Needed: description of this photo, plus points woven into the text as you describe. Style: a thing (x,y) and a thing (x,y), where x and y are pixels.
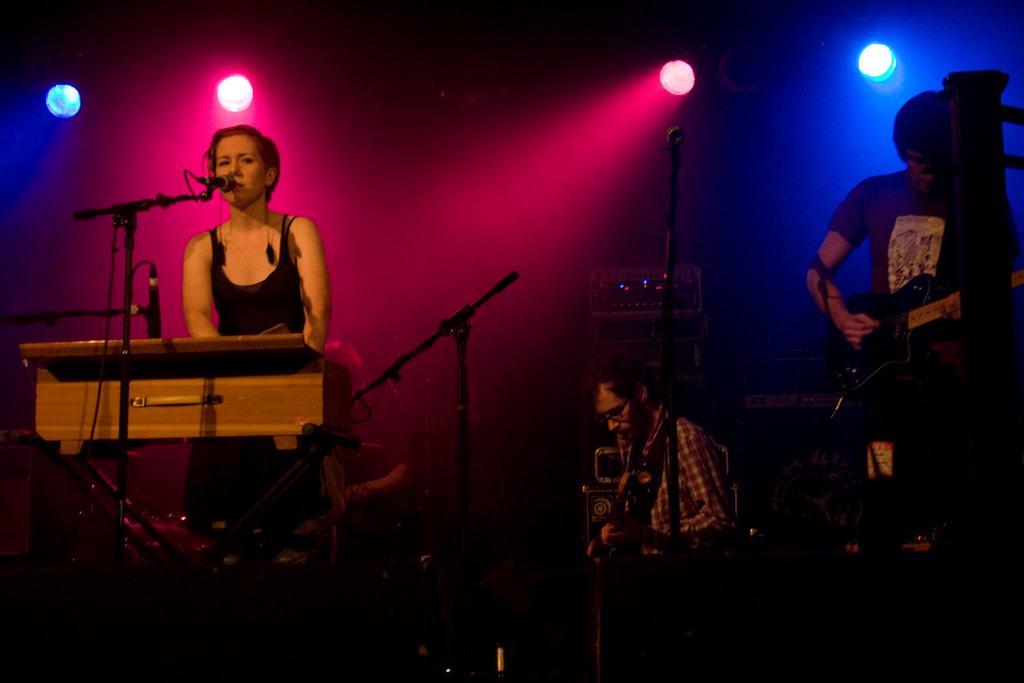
As we can see in the image there are three people (229,194). The women (297,266) who is standing on the left side (252,250) is singing a song on mic (210,187) and the man (651,452) in the middle (655,404) is holding guitar (626,475) and the man (937,333) the right side (928,225) is also holding guitar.
